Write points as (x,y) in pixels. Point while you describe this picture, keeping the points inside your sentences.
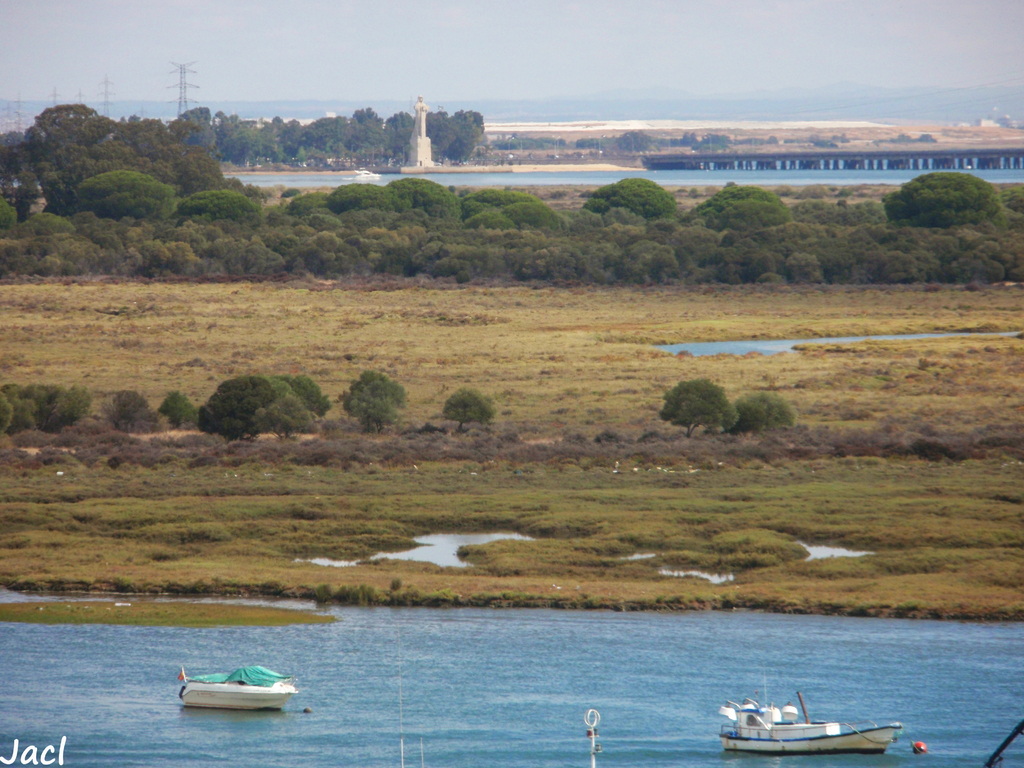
In this picture I can see boats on the water (291,662). I can see towers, trees (52,424) and a bridge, and in the background (289,27) there is the sky (352,17) and there is a watermark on the image.
